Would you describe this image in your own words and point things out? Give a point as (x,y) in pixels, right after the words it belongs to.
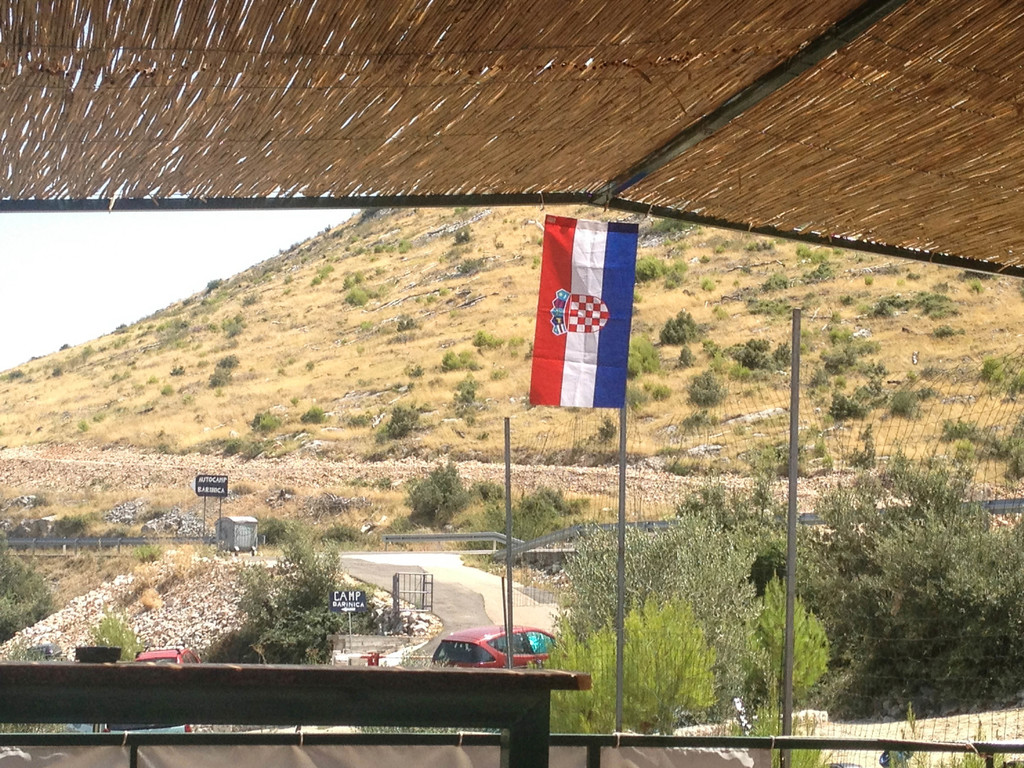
In this image at the bottom (380,744) there are some boards (416,747), poles (151,742), and a wooden stick (441,705), and in the center (581,300) there are some poles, flag (616,327), trees (869,522), vehicles (476,635), plants (248,602), rocks (177,610) and there is a walkway (391,563), boards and some objects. And in the background (847,293) there are mountains (420,386) and trees (953,333).
